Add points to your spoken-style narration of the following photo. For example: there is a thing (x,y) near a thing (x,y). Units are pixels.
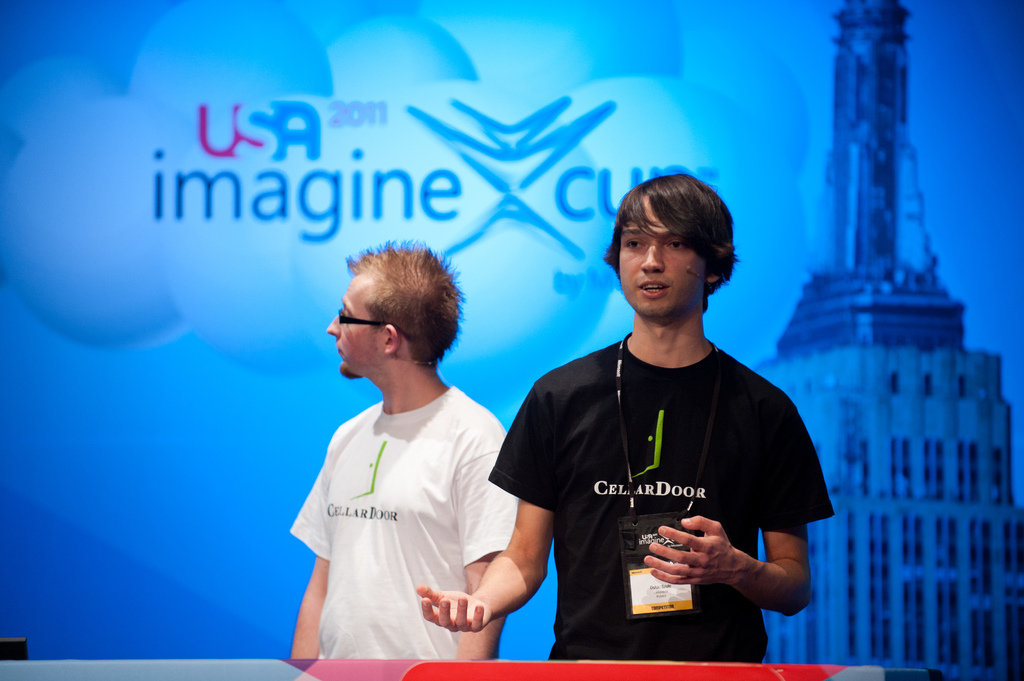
In the image there is a man (696,520) standing and there is an identity card (663,604) with tag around his neck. Behind him there is a man (339,479) with spectacles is standing. Behind them there is a poster (882,198) with an image (835,166) and something written on it.
